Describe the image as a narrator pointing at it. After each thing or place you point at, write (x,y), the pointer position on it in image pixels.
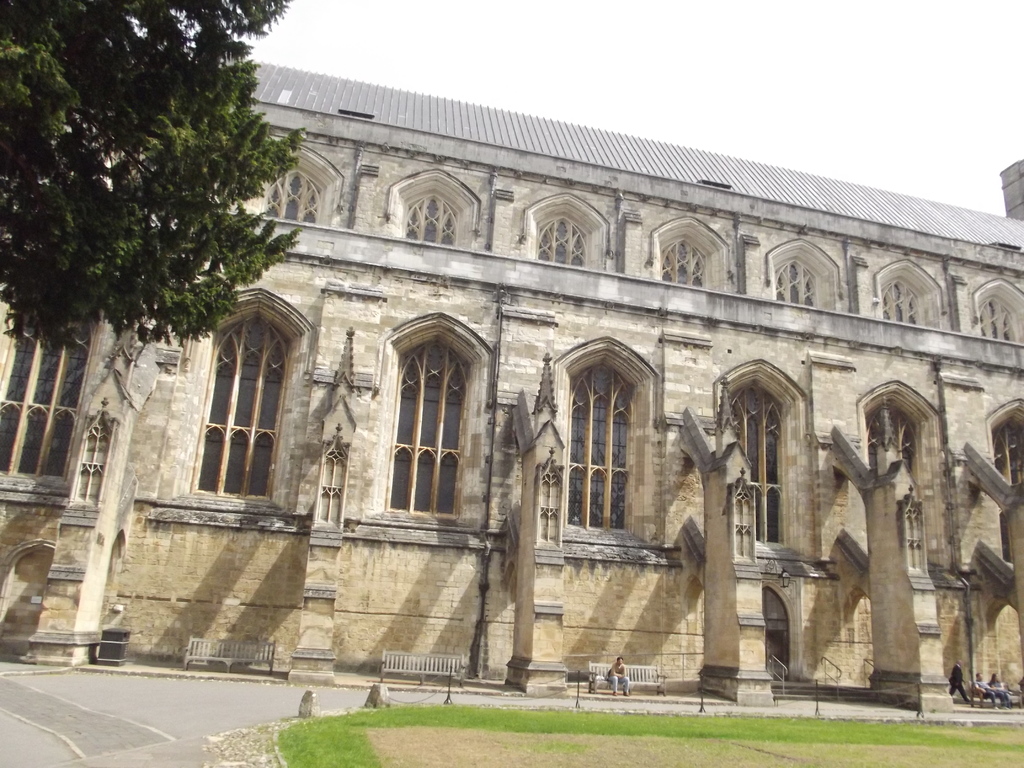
In this image we can see a building (748,437) with group of windows (239,474) and poles (326,599), roof (783,195). In the foreground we can see a group of people (624,678) sitting on bench (644,678), one person (958,689) standing. In the background (841,108), we can see trees (216,231) and the sky (711,48).
